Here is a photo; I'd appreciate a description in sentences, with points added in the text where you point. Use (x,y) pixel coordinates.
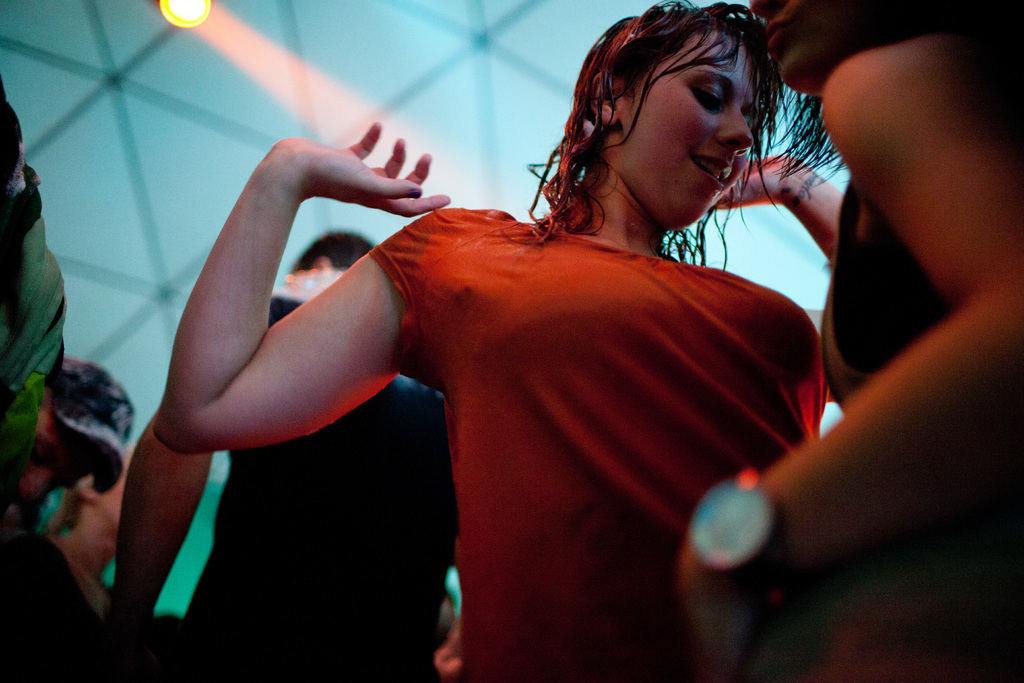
Here I can see few people (398,414). It seems like they are dancing. In the background (168,168) it seems to be a wall (238,141). At the top of the image (177,17) there is a light (182,19).
